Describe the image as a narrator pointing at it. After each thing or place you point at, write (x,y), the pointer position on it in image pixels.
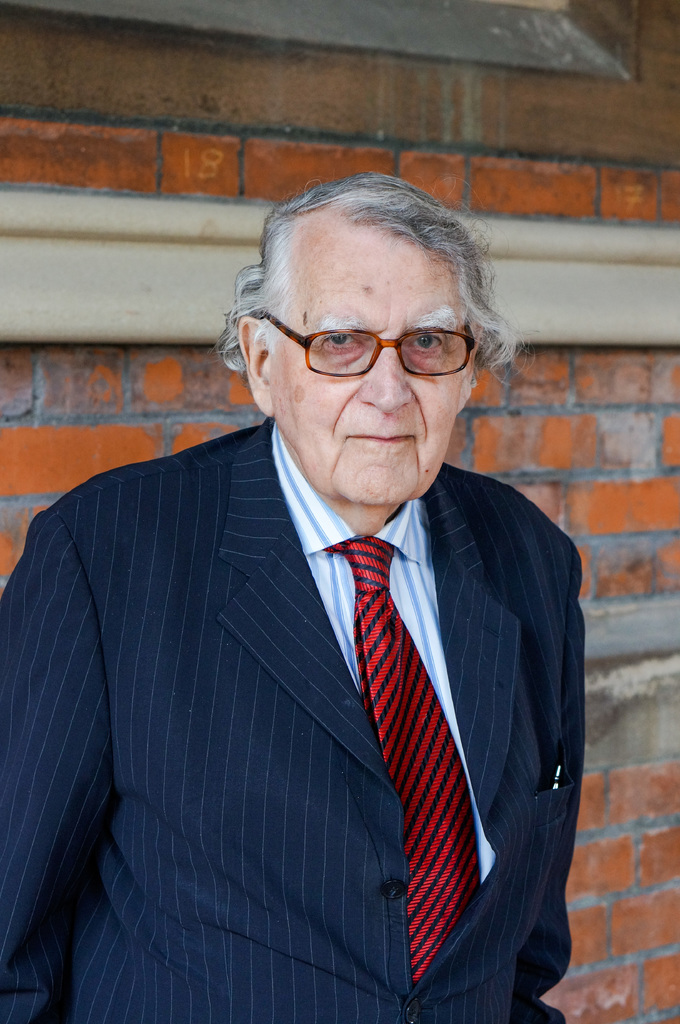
In this image there is a man (233,862) standing, in the background (631,989) there is wall (677,640).
